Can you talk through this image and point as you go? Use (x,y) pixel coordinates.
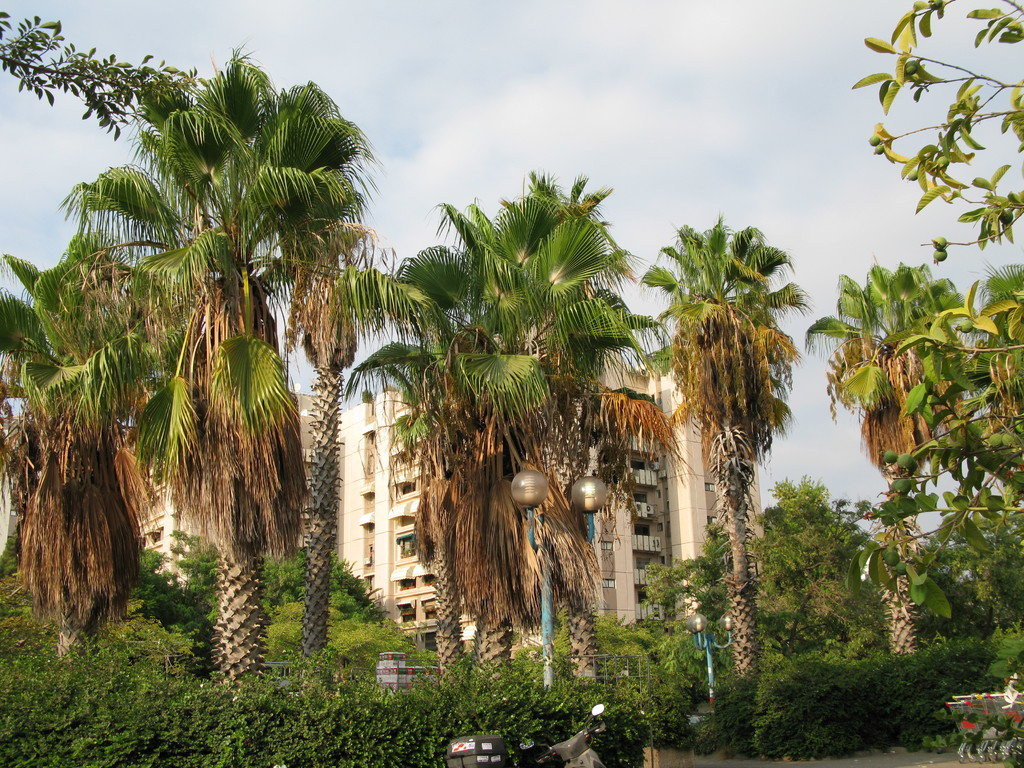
In this image there is a motorbike (537,744) at the bottom (582,732). In the background (394,536) there are buildings (358,504). Beside the bike (494,754) there are trees (518,446). At the top (684,68) there is the sky (699,97). On the left side (163,709) bottom there are small plants (235,703). On the right side (945,413) there are trees (934,175) with the fruits (964,323). In the middle (591,496) there is a pole (545,587) to which there are lights (533,502).
